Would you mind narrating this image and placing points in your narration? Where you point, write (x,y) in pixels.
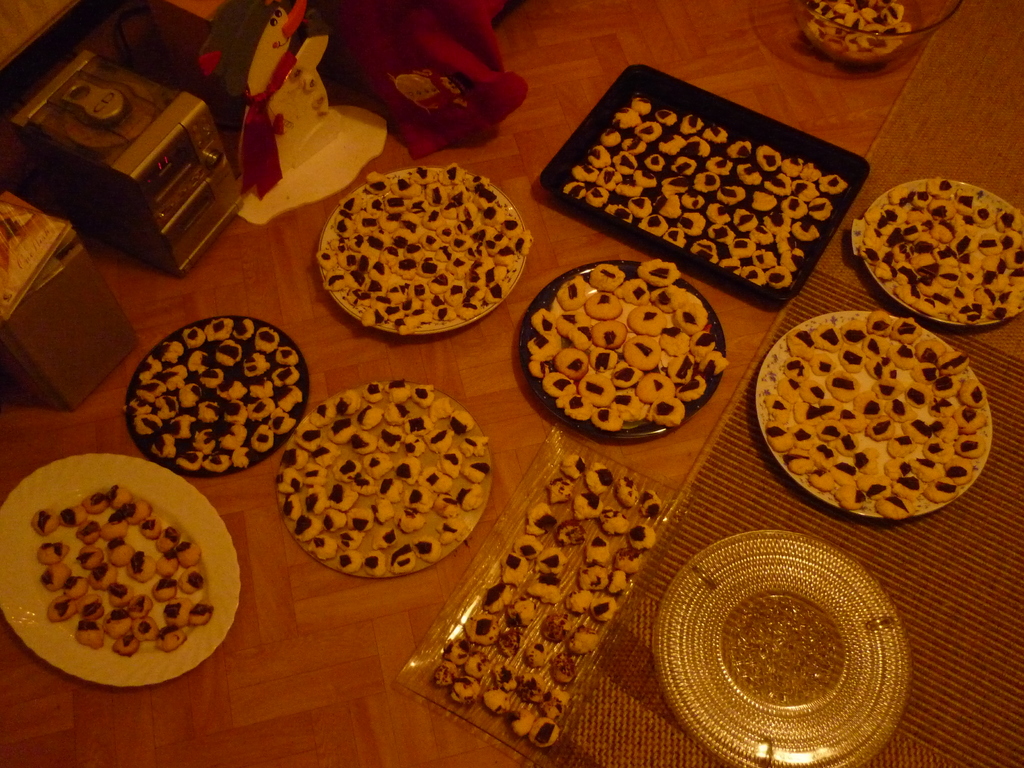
In this image there are cookies (305,531) and some other food items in plates (441,396), trays (846,169) and bowls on the surface (316,334), on the left side of the image (185,263) there is a music system (165,259), speakers (70,304), dolls (257,94) and some other objects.
